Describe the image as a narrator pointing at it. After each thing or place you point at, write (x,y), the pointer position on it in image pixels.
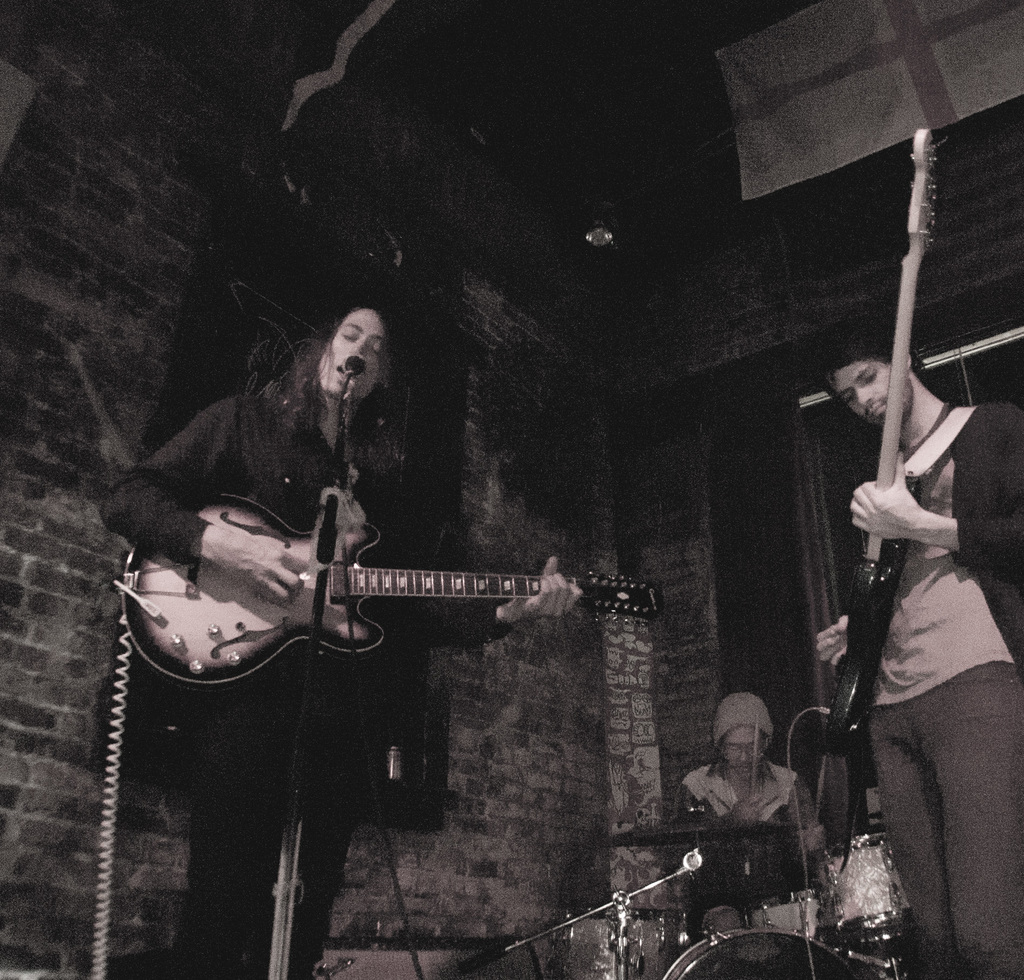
Bottom left side of the image (310,904) a woman (371,352) is standing and playing guitar (289,602) and singing. Bottom right side of the image (1009,701) a man (954,495) is standing and playing guitar (893,464). Behind him a person (738,703) is sitting and playing drums (595,956). Behind them there is a wall (21,224). At the top of the image (569,142) there is a roof (679,129).
